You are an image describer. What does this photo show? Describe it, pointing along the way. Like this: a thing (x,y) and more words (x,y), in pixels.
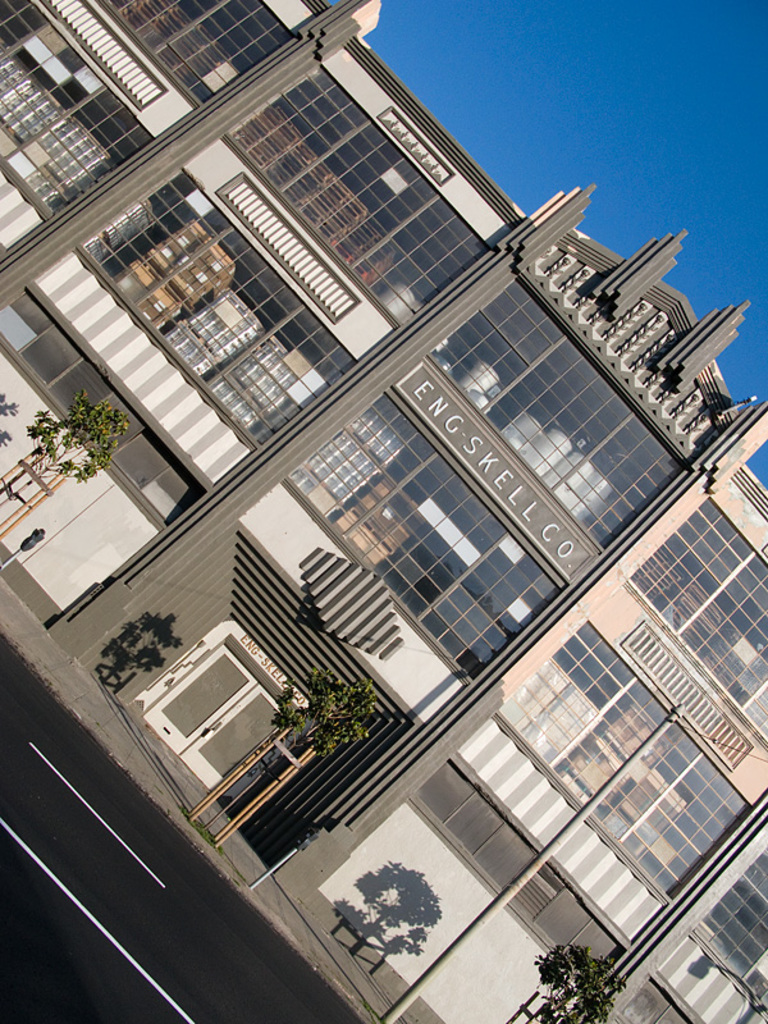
In this picture we can observe a building (179,574). There are some small trees (589,983) in front of this building (260,746). There is a road (115,882). In the background (537,98) we can observe a sky (572,116).
